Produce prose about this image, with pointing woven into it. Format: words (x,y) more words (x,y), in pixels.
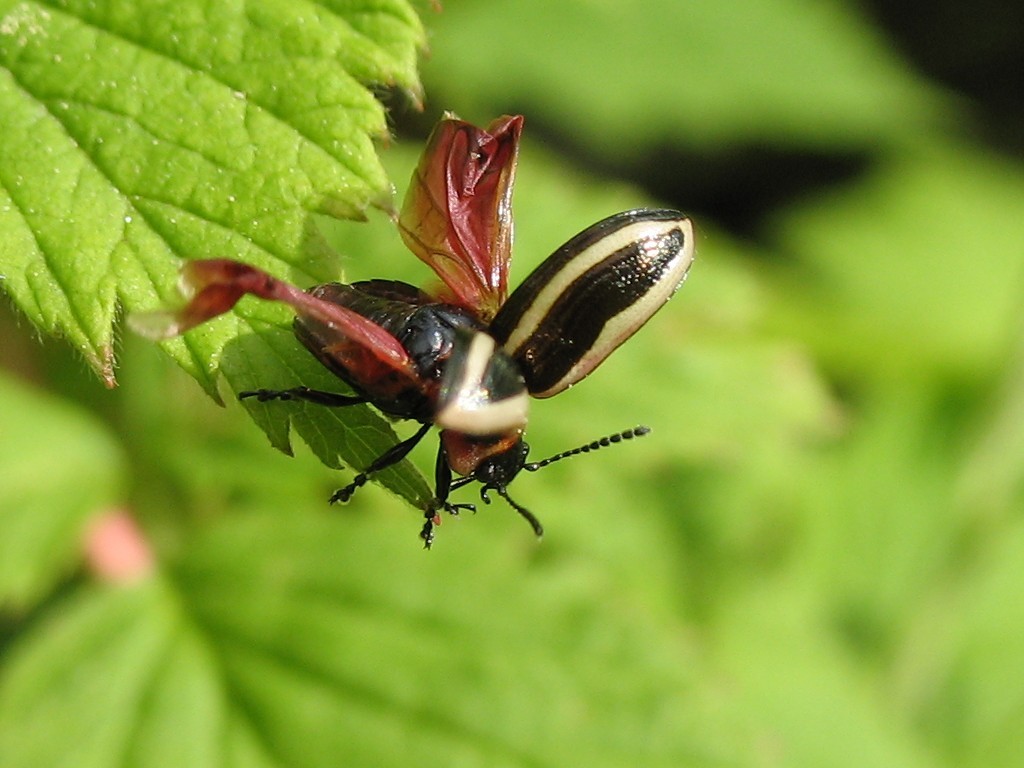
In the top left corner of the image (166,49) there is a leaf (188,208). On the leaf (210,208) there is an insect (532,355). And there is a green background (168,752).
